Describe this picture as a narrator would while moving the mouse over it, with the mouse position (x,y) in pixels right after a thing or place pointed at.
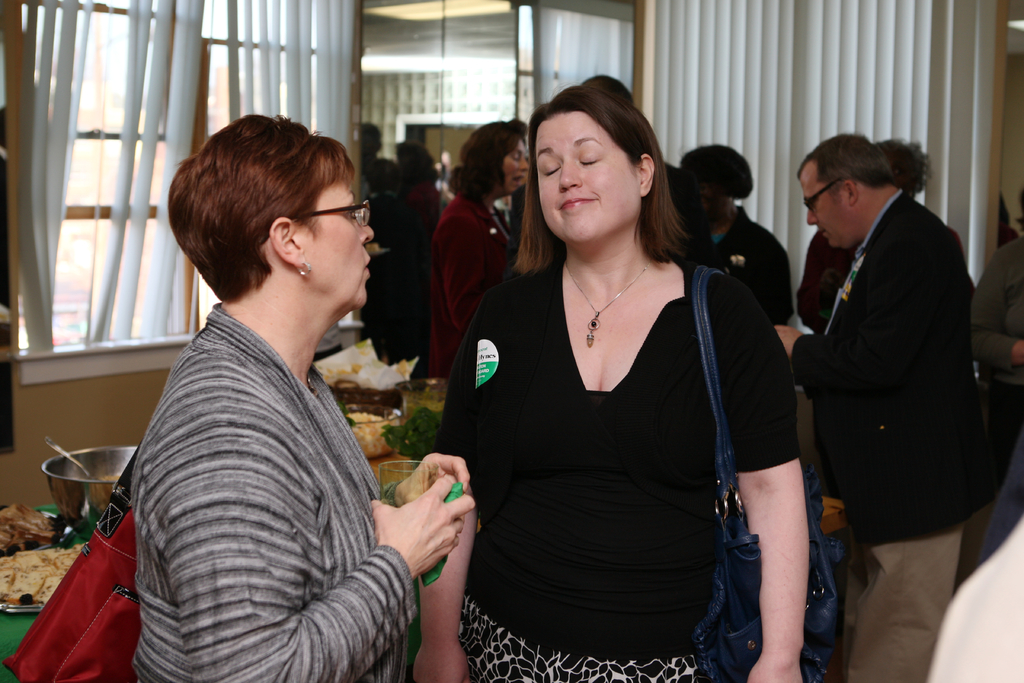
In this image we can see people (661,444) standing on the floor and wearing bags (104,569). In the background (149,154) we can see curtains (229,76), windows (220,85), electric lights (416,60) and a table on which foods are present.
